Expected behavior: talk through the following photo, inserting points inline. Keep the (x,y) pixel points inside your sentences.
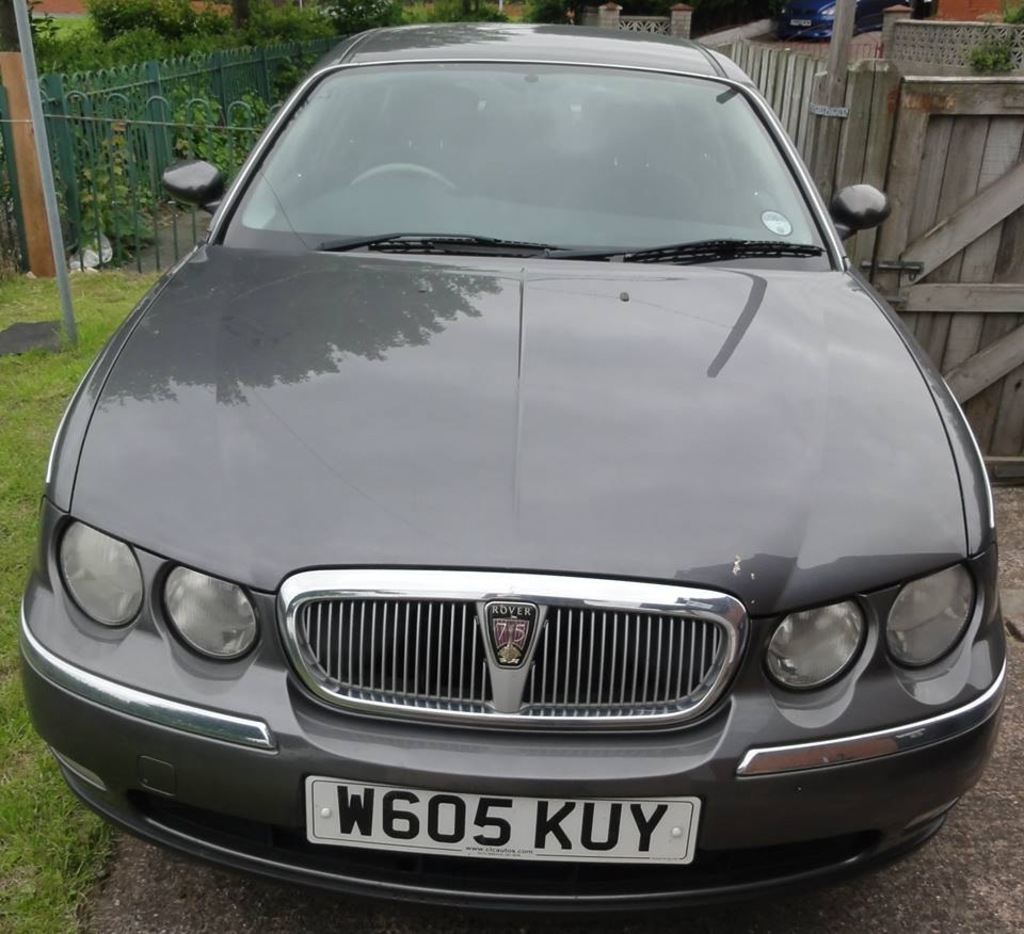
In this image we can see a vehicle (352,443) on the road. In the background (114,71) we can see fences (101,137), plants (234,43), wall (82,10), poles (12,110), grass (18,533) on the ground (103,344), wall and a vehicle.
